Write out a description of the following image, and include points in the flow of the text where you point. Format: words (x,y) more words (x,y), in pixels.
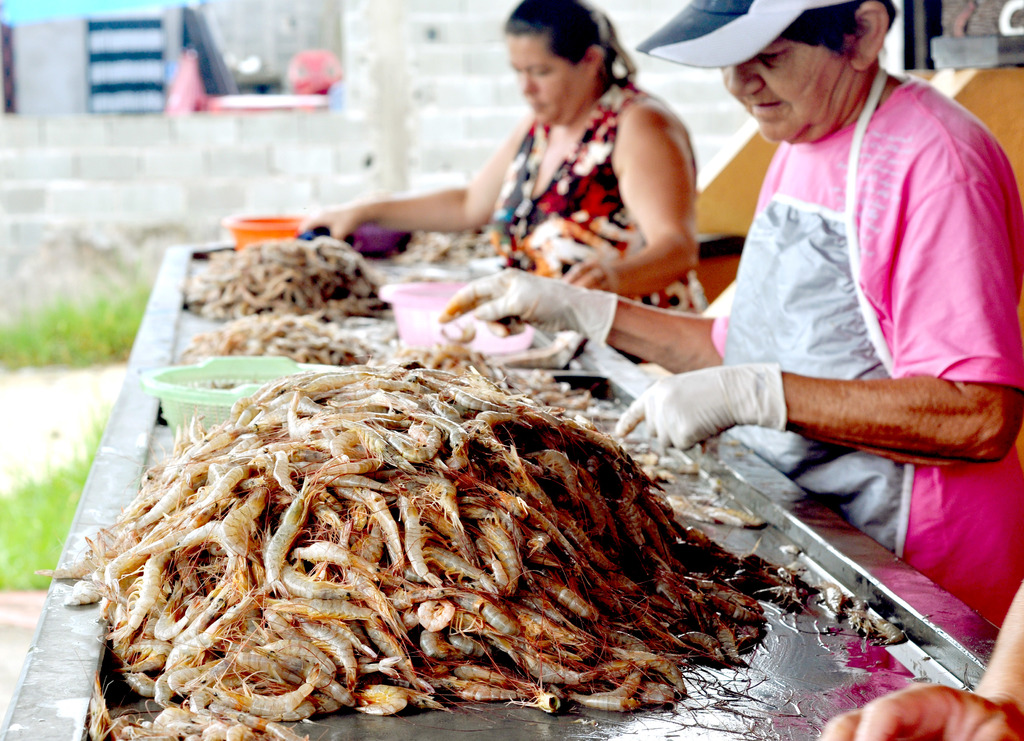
In this image there are two people (659,186) who are standing, in front of them there are prawns (542,497) and some basket (376,238) and it seems that they are there cleaning the prawns (746,591). And in the background (198,227) there is a wall (111,152) and some objects (158,97), and on the left side of the image (65,360) there is grass (23,357) and walkway (33,429). And on the right side of the image (720,190) there are some objects (706,233).
